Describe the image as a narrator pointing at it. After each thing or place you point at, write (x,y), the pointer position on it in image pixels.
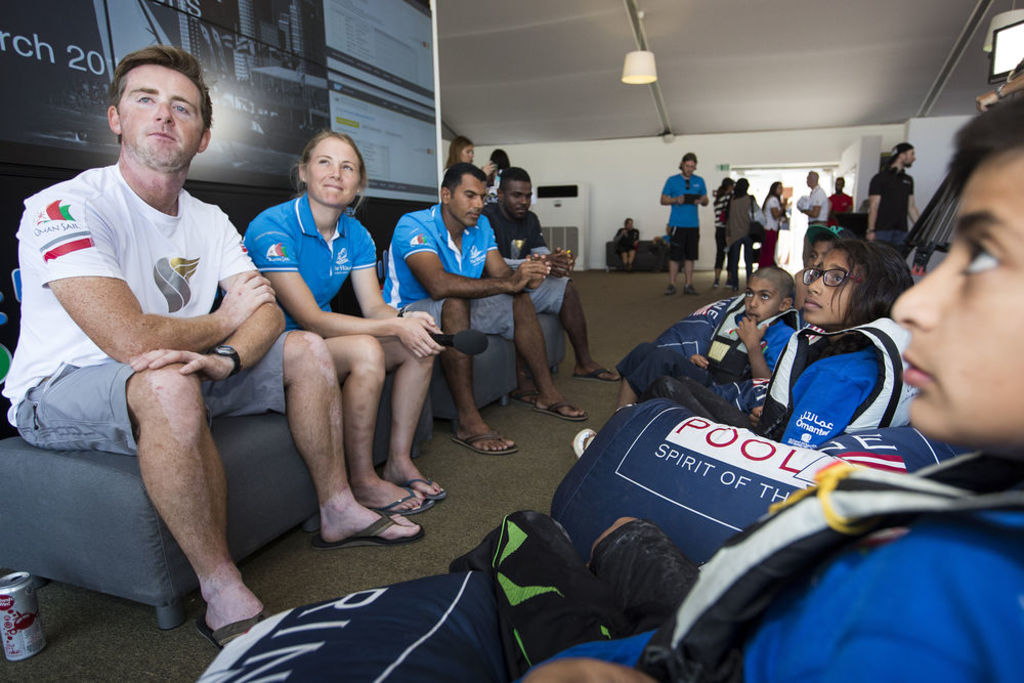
In this image I can see few people (319,284) sitting on the left side of the image (104,265) and on the right side of the image (890,251). At the top of the image (736,65) I can see a false ceiling (630,44) with a light (639,80) and few people (695,252) are standing in the center of the image (672,280) and there is a banner (358,62) behind the people (170,79) sitting.
